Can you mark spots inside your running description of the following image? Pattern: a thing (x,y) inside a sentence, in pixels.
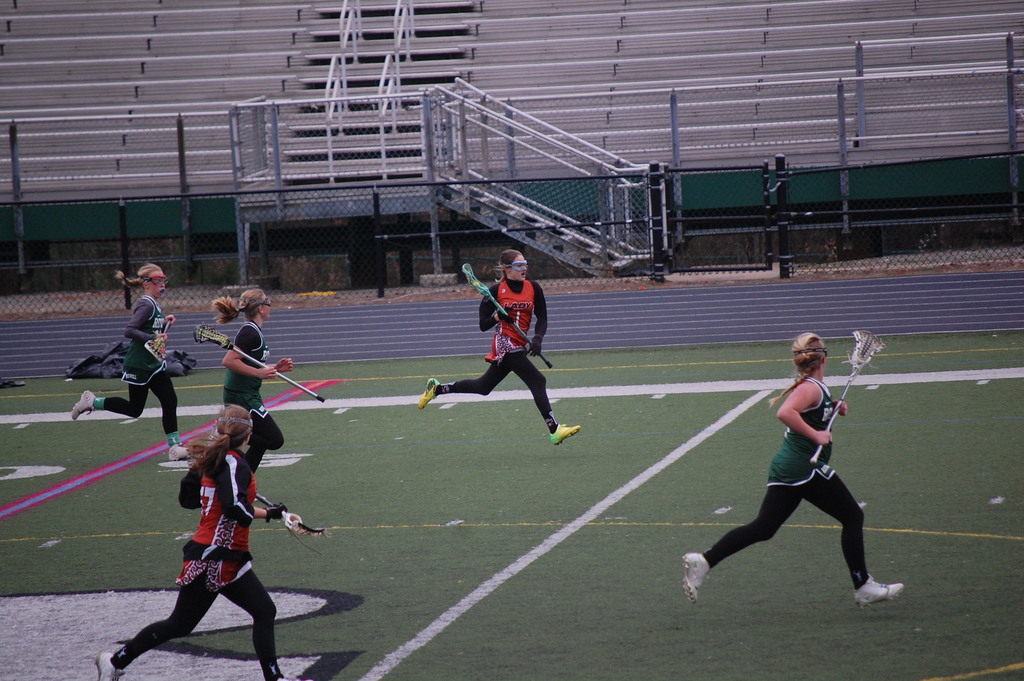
In this image I can see few people (244,454) are running and holding the sticks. In the background (688,216) I can see the metal fence (688,216), railing (627,240) and the stairs (549,244).
